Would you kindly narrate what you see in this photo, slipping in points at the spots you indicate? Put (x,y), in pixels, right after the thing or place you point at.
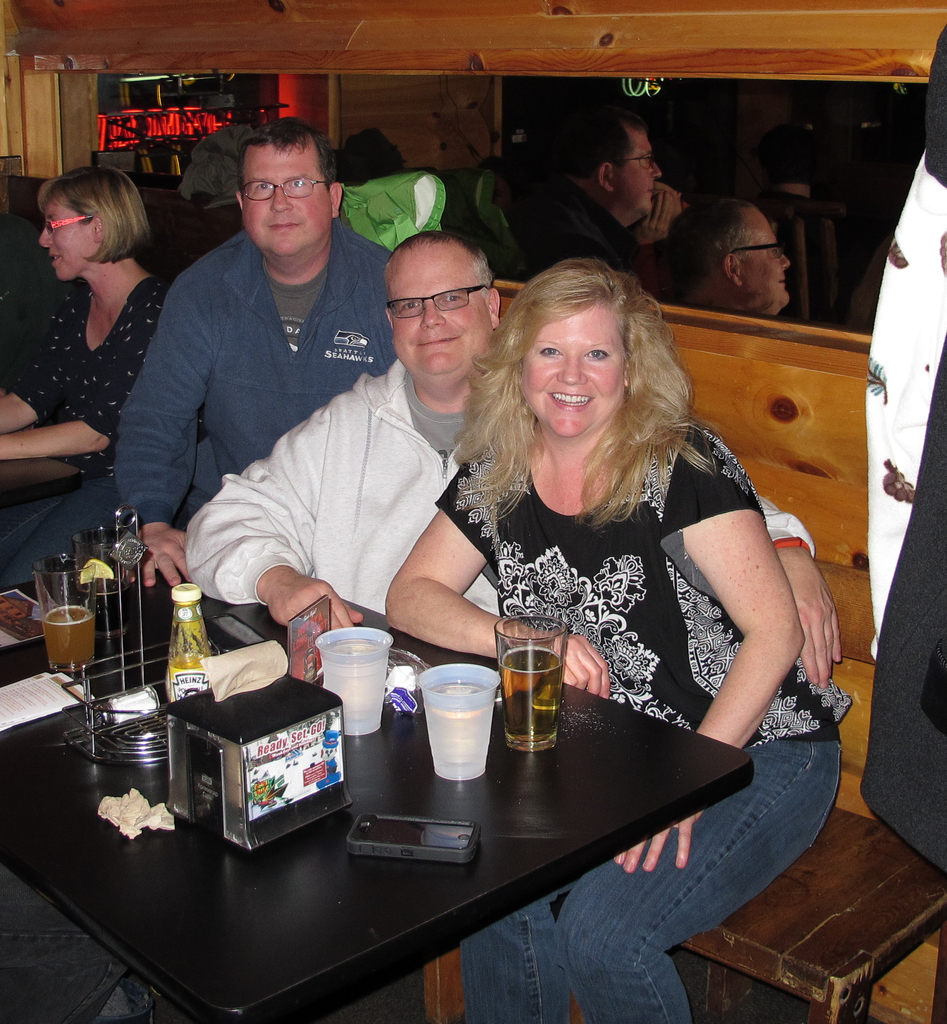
The picture is taken in the closed room (463,506) where people (567,606) are sitting on the bench (776,905) in front of the table (348,941). On the table (390,941) there are glasses (358,691), tissue holders (210,715), stand (135,711) and bottle (196,667) and one mobile (401,842). Behind the people (689,417) there is one mirror (678,246), at the right corner of the picture (922,281) there are some clothes (889,603) and at the left corner of the picture (102,297) one woman (99,249) is wearing glasses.
